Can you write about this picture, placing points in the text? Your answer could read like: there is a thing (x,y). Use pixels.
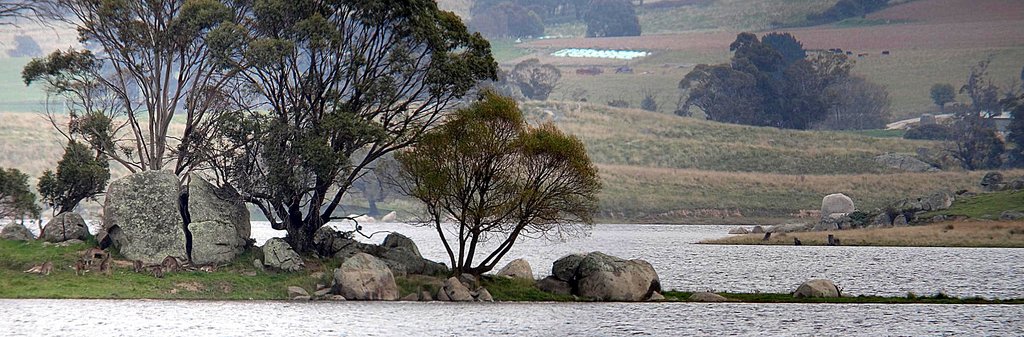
In this picture we can see water (592,327), trees (67,206), rocks (83,225) and in the background (17,99) we can see grass (648,71).
